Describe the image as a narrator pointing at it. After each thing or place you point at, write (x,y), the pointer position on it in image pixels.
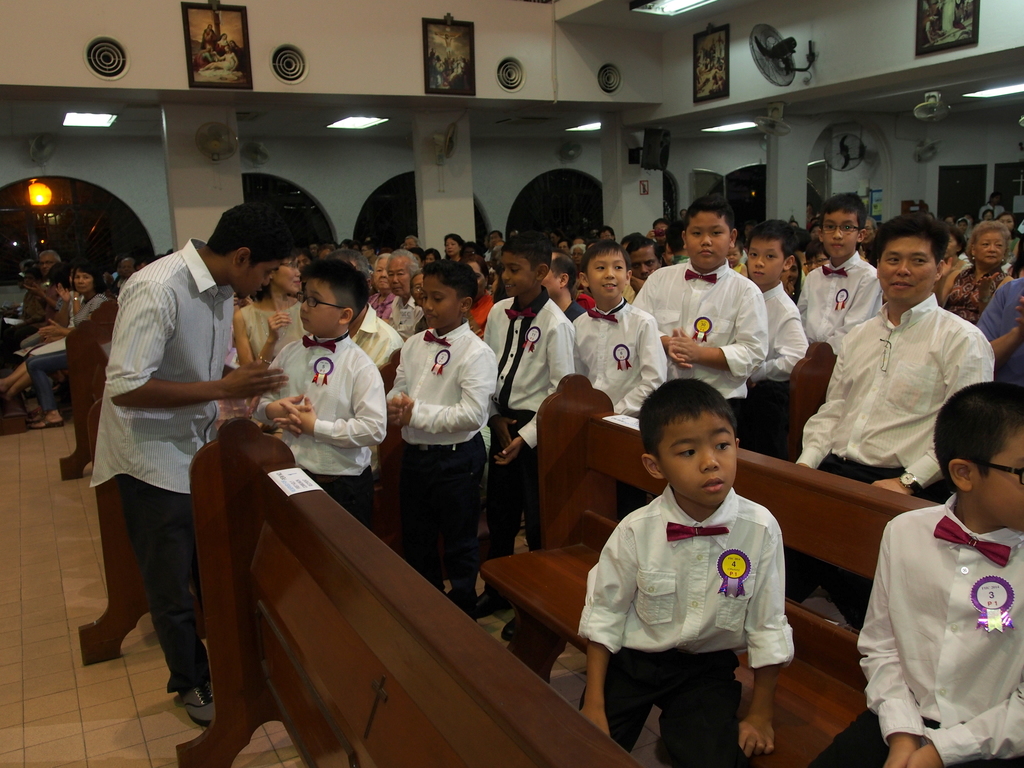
In the image I can see some kids (361,400) and people (952,232) who are sitting on the benches (99,332) and also I can some lights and frames (202,35) to the walls (835,75).
